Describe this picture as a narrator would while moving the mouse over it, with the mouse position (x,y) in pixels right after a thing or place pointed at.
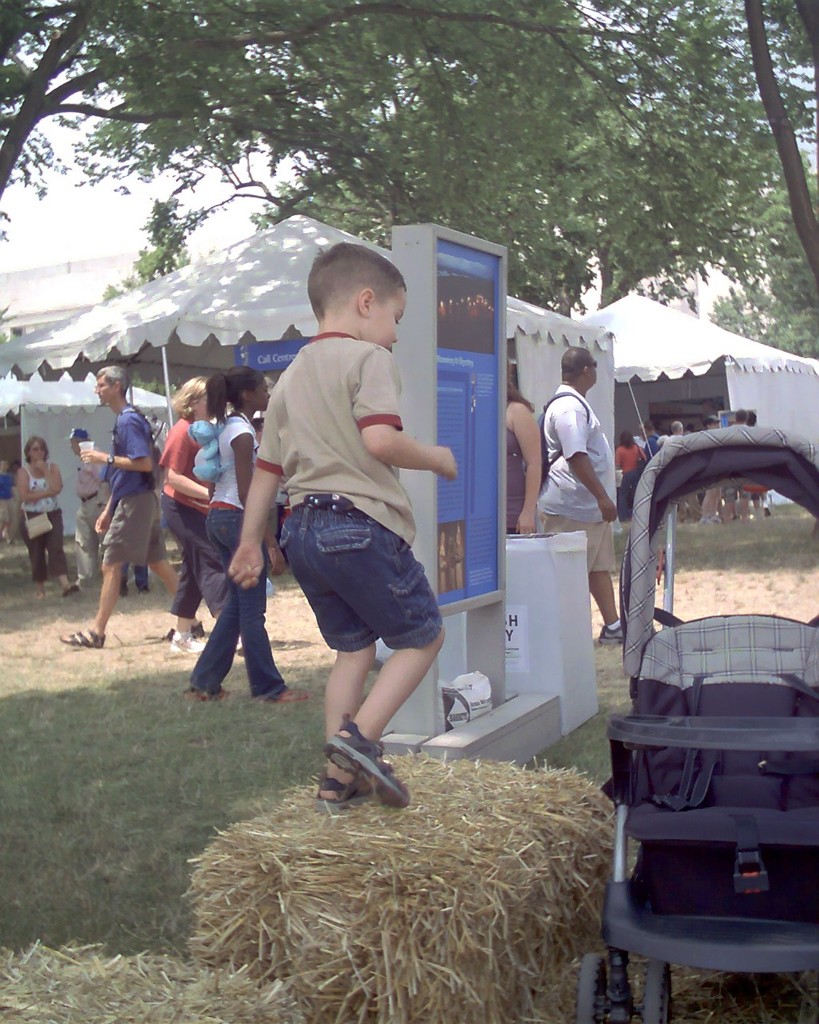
In the picture there are some tents (677,327) and many people (119,478) are walking around the tents (163,302), in the front there is a display board (417,276) and beside that there is some dry grass (421,853) and a kid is playing on the dry grass (480,813), in the left side (197,73) and right side (582,77) there are few trees (356,116).
